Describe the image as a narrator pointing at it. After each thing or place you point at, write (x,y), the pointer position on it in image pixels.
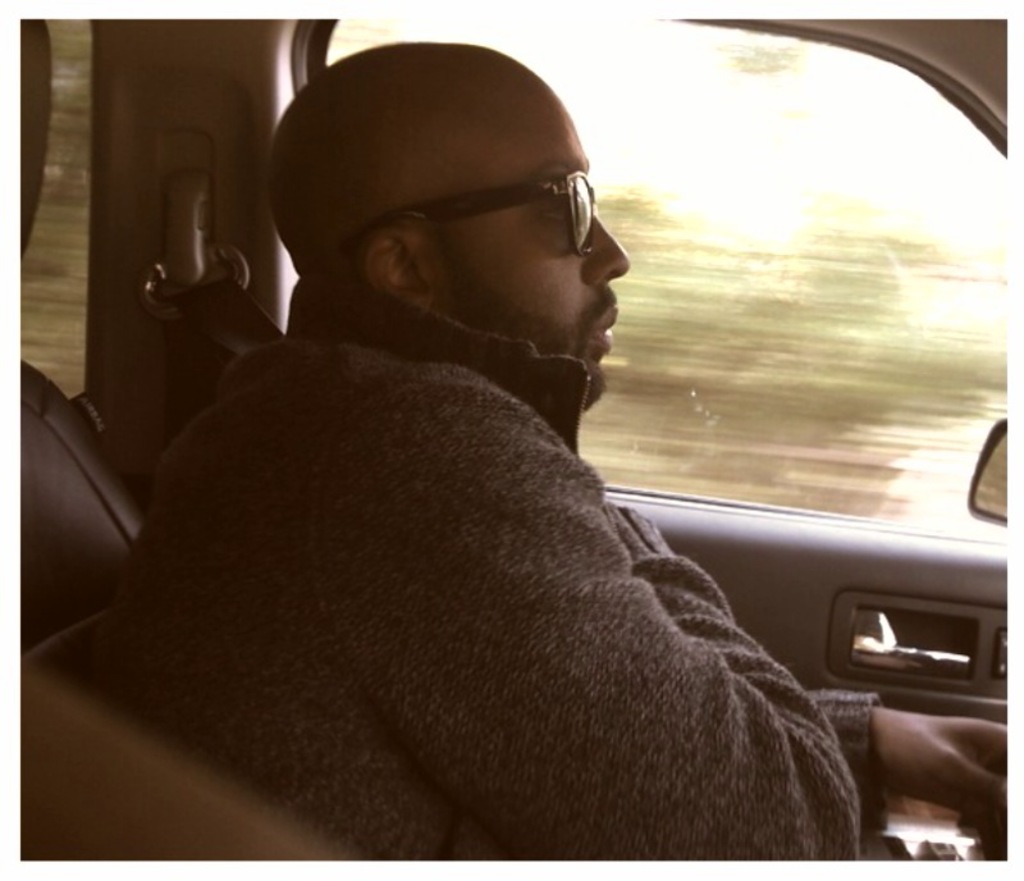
This picture shows an inner view of a vehicle (951,668) we see a man (409,470) seated in the front seat (278,810) and he wore sunglasses (490,198) on his face (483,252) and we see a window (607,449) and a side mirror (995,454) of the vehicle (971,487).
